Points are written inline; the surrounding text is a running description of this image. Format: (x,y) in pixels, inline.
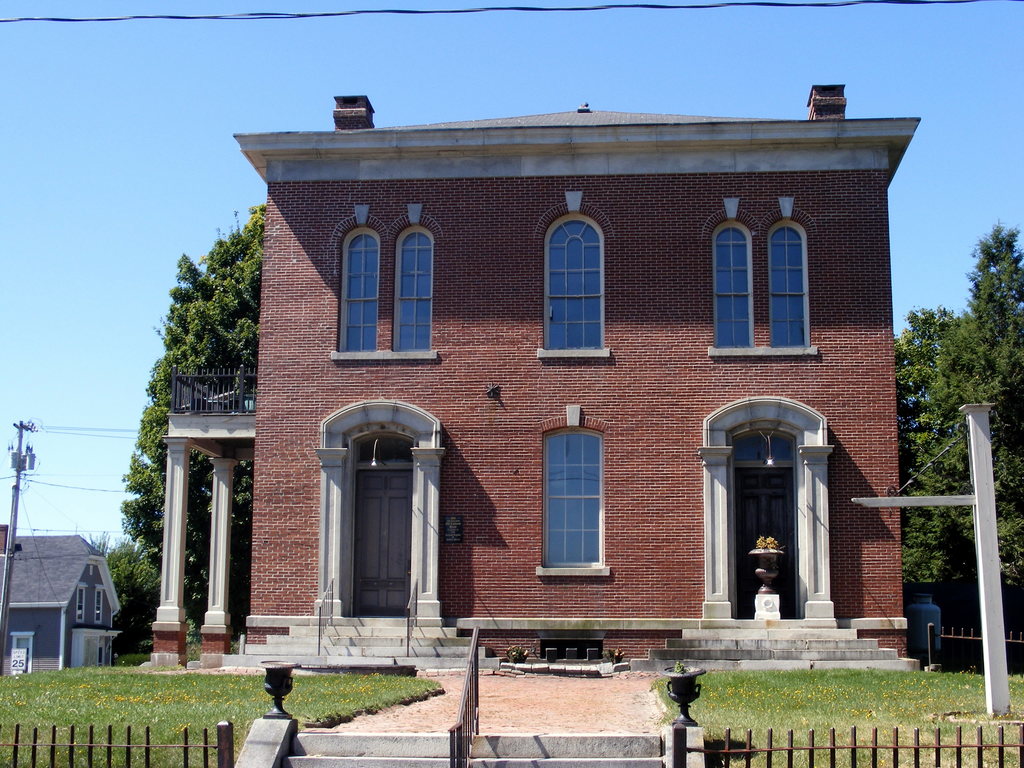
In the foreground of this image (498,734), at the bottom (490,750), there are stairs (445,750), railing (226,732) and the grass land (813,700). In the middle (492,377), there is a house (597,466). Behind it, there are trees (227,327). On the left (14,559), there is a house (49,584), pole (19,457) and few cables (67,429). At the top (411,19), there is a cable (611,7) and the sky (353,58).
